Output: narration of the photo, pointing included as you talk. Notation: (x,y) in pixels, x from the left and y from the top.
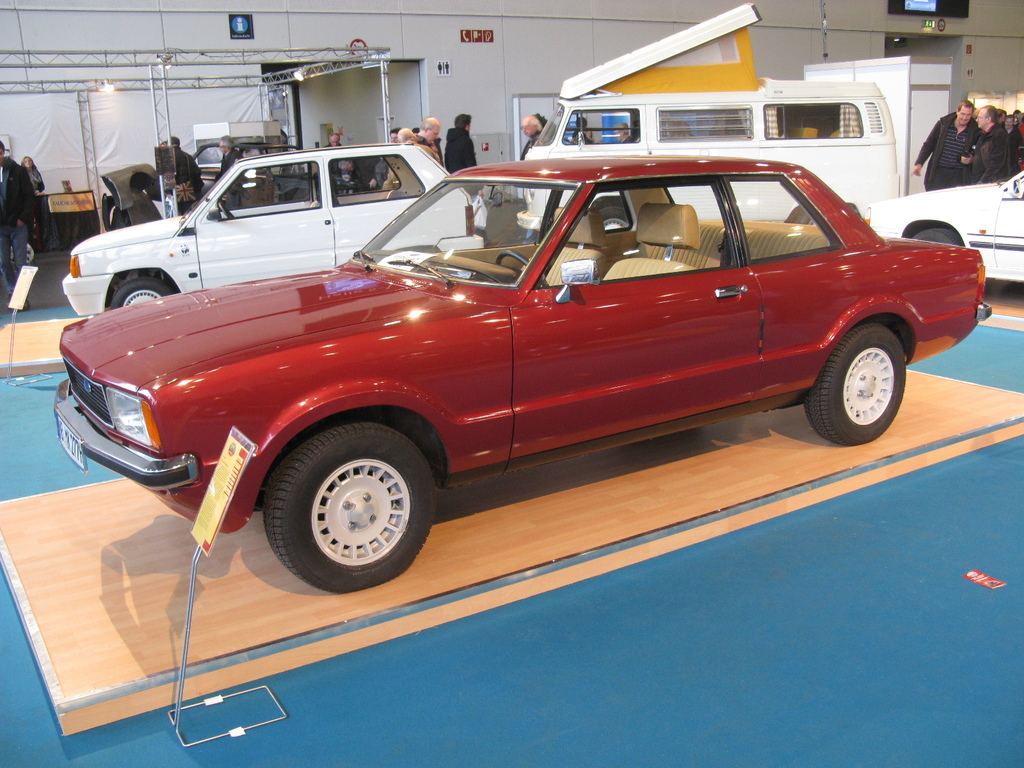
In this image I see a car (534,309) in front (300,536) and it is red in color. In the background (989,205) I see 3 cars (765,145) and few people (1023,168).
